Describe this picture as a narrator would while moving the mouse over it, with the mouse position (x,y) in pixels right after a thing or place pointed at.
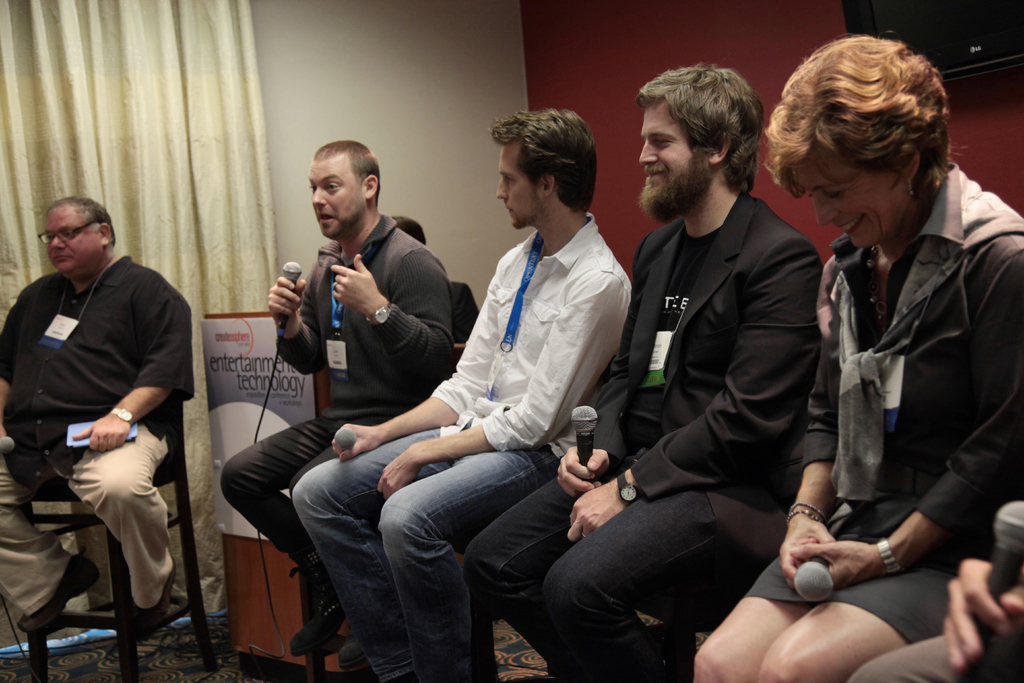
In this picture, we see six people (443,369) are sitting on the chairs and all of them are holding the microphones (593,428) in their hands (347,285). The man (408,324) in grey jacket (385,287) is talking into the microphone (296,272). Beside them, we see a podium (237,561) and a board (234,413) in white color with some text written on it. On the left side (182,161), we see a white curtain (192,183). Beside that, we see a white wall (416,86). In the background (598,67), we see a red wall (598,67) on which television (906,37) is placed.
